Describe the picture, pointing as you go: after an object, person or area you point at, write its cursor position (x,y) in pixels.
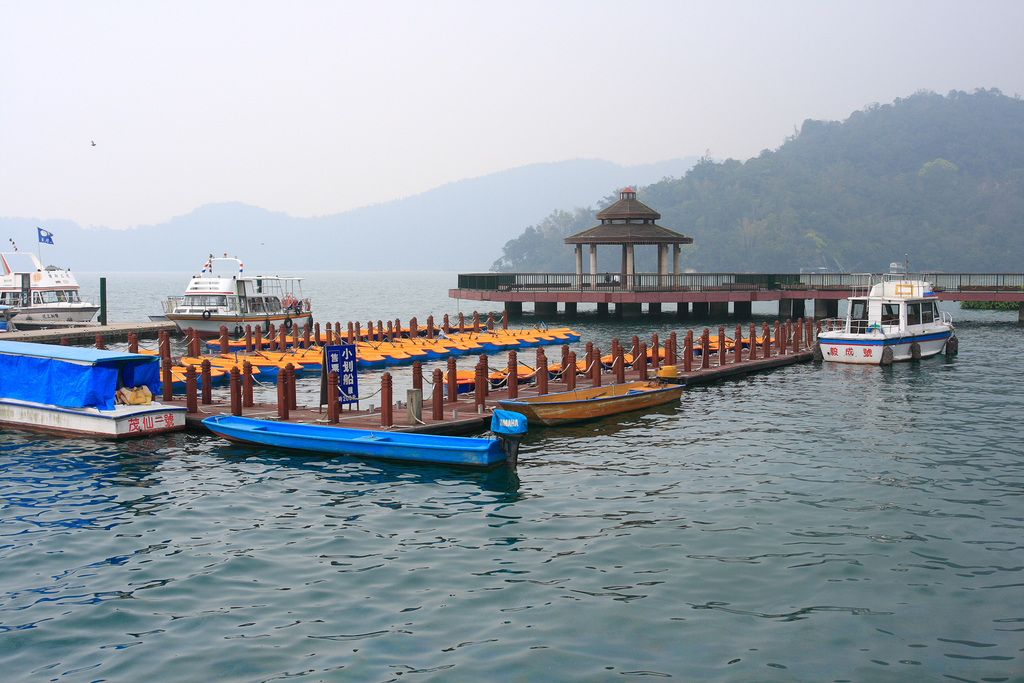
In this image we can see water (505,523). There are boats (44,280) on the water (331,283). Also there is a deck (498,397) with poles (442,377). In the back (567,281) there is a deck (528,282) with railings (704,290) and pillars (737,303). In the background (327,217) there are hills (548,176), trees (745,177) and sky (230,119).
